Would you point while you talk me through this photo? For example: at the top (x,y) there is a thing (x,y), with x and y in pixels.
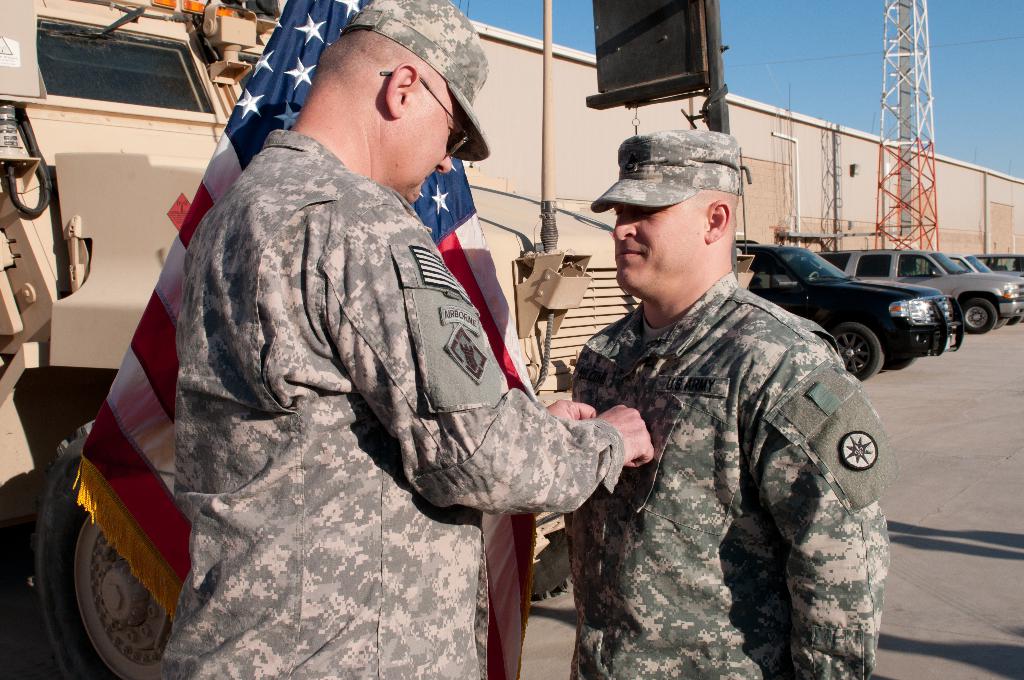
On the left side (280,441), there is a person (428,140) in a uniform (291,399), adjusting something on the shirt (631,529) of another person (625,574) who is wearing a cap (730,176) and is standing and there is a vehicle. In the background (844,283), there are vehicles (911,301) parked on the road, beside them, there is a tower (910,190), there is a building (963,184) and there is blue sky (830,64).
